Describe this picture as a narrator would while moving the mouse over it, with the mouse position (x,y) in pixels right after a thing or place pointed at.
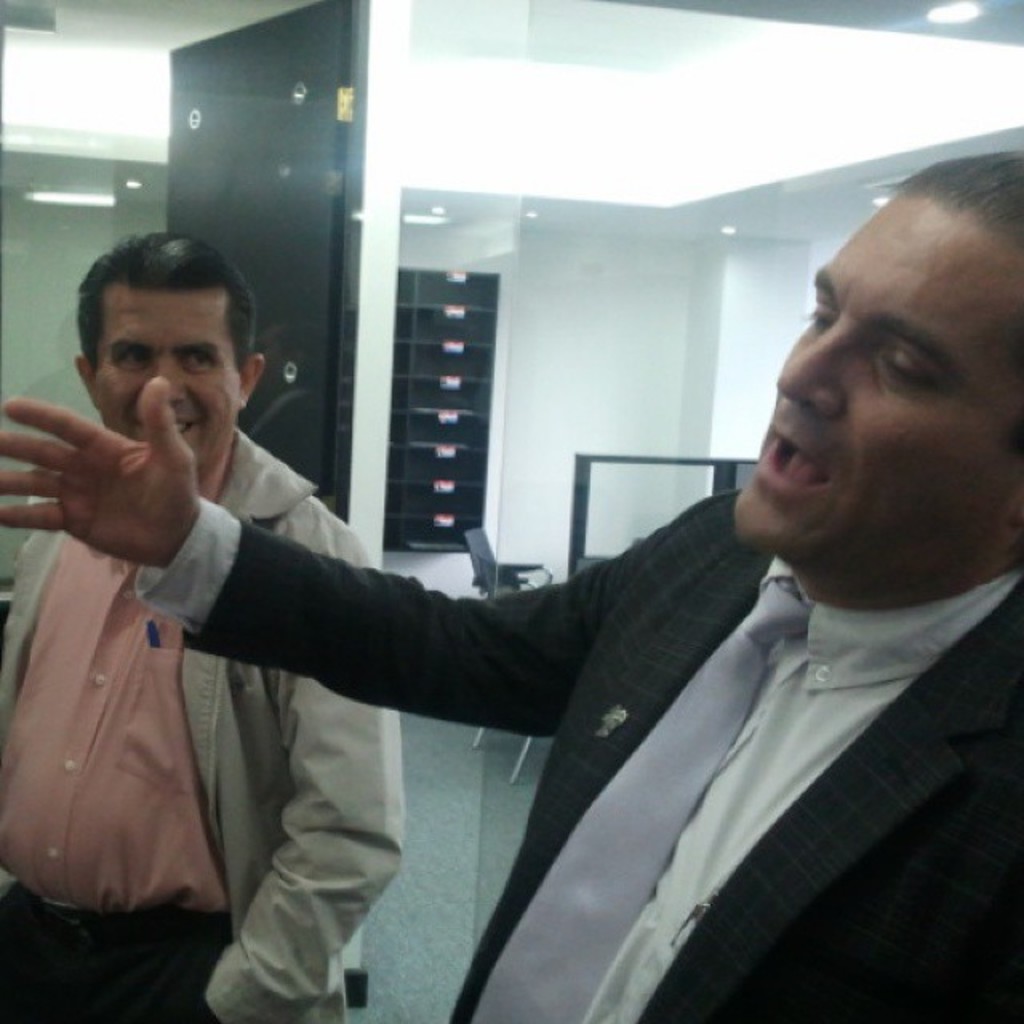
There are two men (251,781) standing. This looks like a glass door (619,312). These are the ceiling lights (439,212), which are attached to the roof (88,17). I can see a chair (498,570). I think this is the wooden door (291,173).
